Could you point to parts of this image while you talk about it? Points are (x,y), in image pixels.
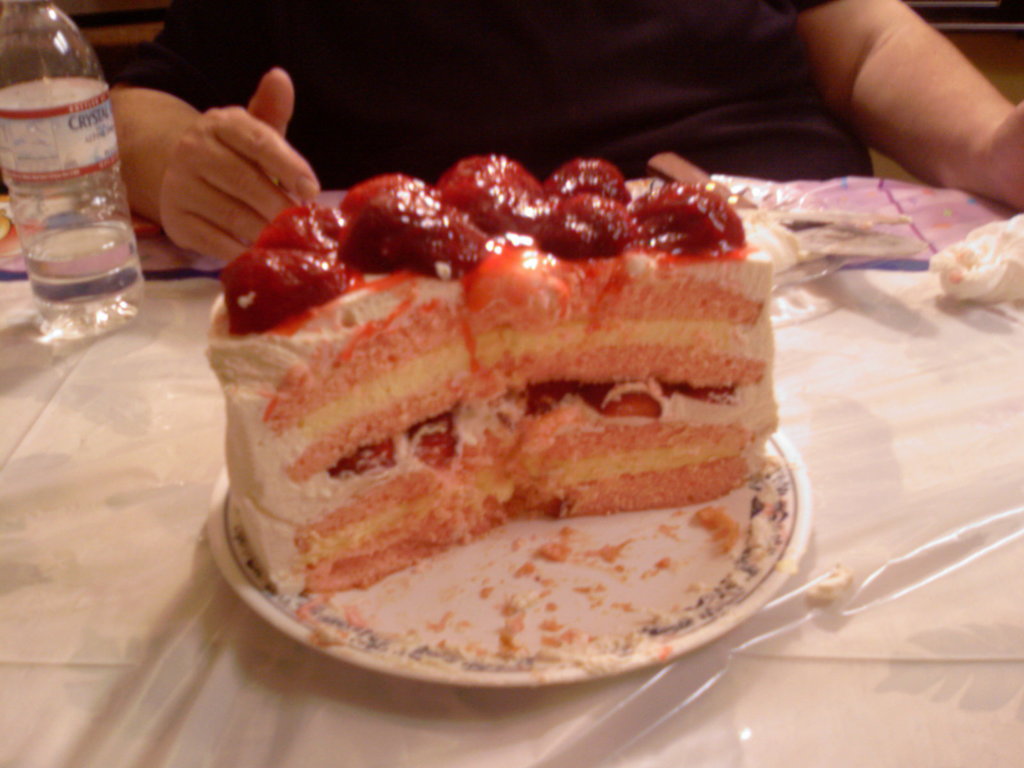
In this picture there is a food (427,321) placed in the plate (466,615) on the table (817,440). There is a water bottle (86,194) and a person (348,125) sitting in front of a table (68,366) in the chair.
